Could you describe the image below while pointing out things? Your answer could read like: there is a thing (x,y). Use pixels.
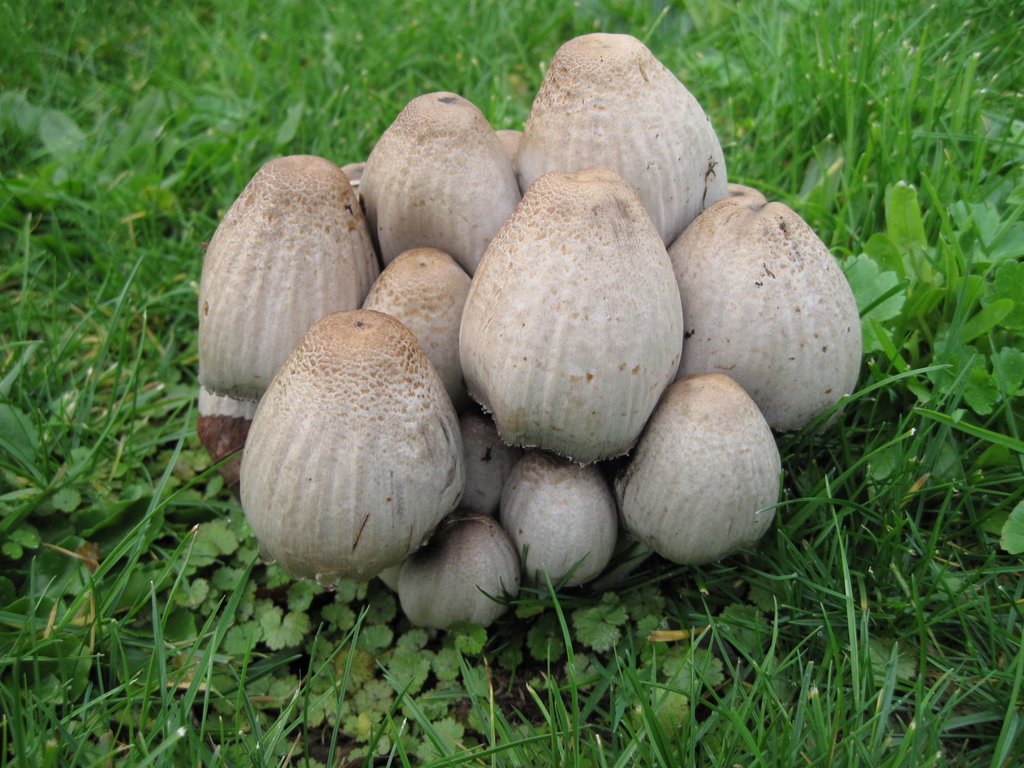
In this image we can see mushrooms (665,298). Background (354,55) grass (341,55) and leaves (319,684) are present.
